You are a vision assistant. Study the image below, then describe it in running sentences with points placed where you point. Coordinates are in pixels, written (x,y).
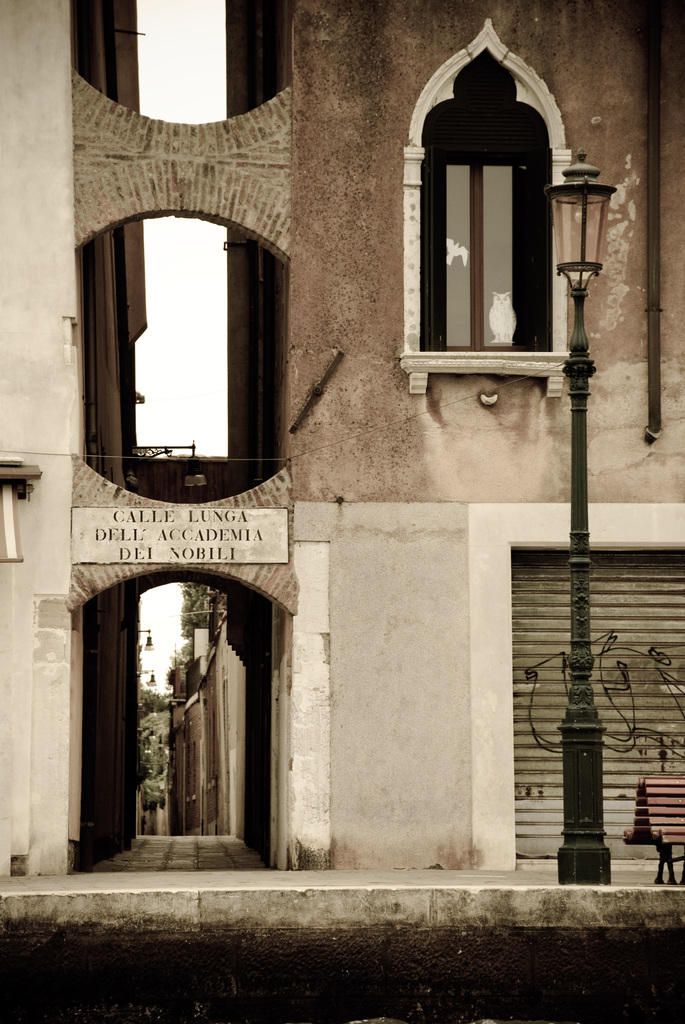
This image consists of a building (334,844) along with the windows (477,225) and a shutter (528,764). At the bottom (587,707), there is a pavement (505,874) along with a pole (585,874). In the front (156,523), there is a board (111,560) on the building (137,493).
